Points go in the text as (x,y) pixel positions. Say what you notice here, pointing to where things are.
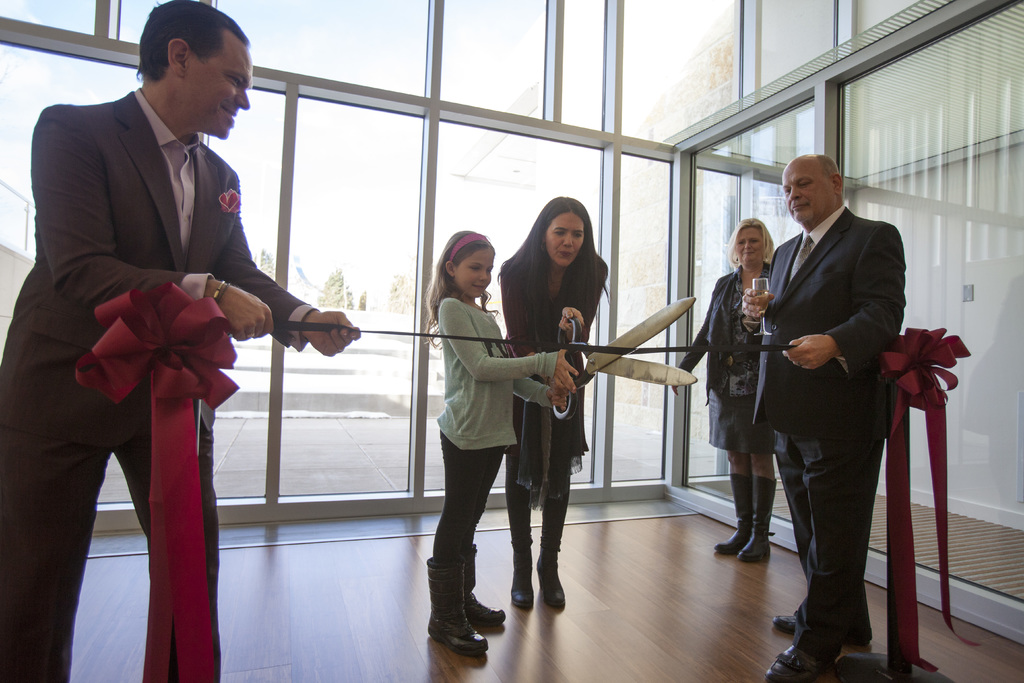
In this image, in the middle (585,281), we can see two people (470,313) woman (533,309) and a girl (481,307) are holding scissor (591,365) in their hand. On the right side (736,328), we can see two people (781,322) man (825,316) and woman (756,268) are standing on the floor (588,646). On the left side (198,170), we can also see a man (166,181) standing and holding a cloth (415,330) in his hand (334,316). In the background (312,244), we can see a glass window (854,173), glass door (774,165), curtains (865,148), outside of the glass window (398,254), we can see some trees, metal rod (28,213).
